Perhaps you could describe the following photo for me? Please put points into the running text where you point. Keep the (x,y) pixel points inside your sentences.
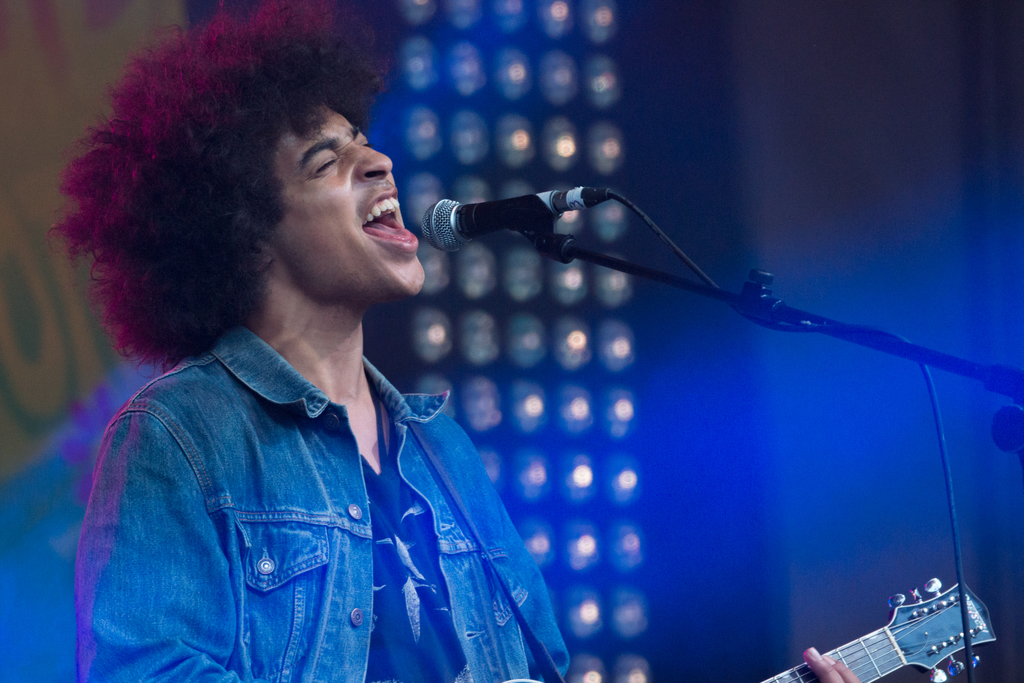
This man (251,327) is playing guitar (883,657) and singing in-front of mic (475,211). This man (333,353) wore jacket (280,549). These are focusing lights (561,344). This is a mic (489,218) with holder (544,247).
